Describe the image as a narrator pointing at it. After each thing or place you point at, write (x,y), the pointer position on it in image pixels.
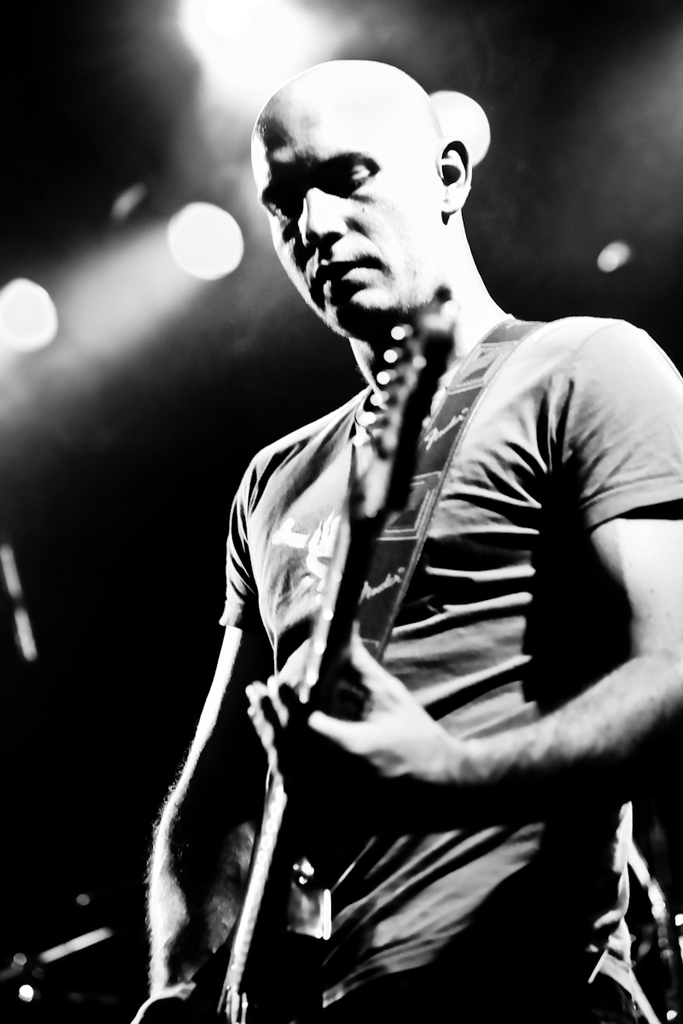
This is a black and white image. In the center of the image (322,599) we can see a man (509,406) is standing and playing a guitar (317,964). At the top of the image (243,31) we can see the lights (222,88). In the background (102,748), the image is dark.
